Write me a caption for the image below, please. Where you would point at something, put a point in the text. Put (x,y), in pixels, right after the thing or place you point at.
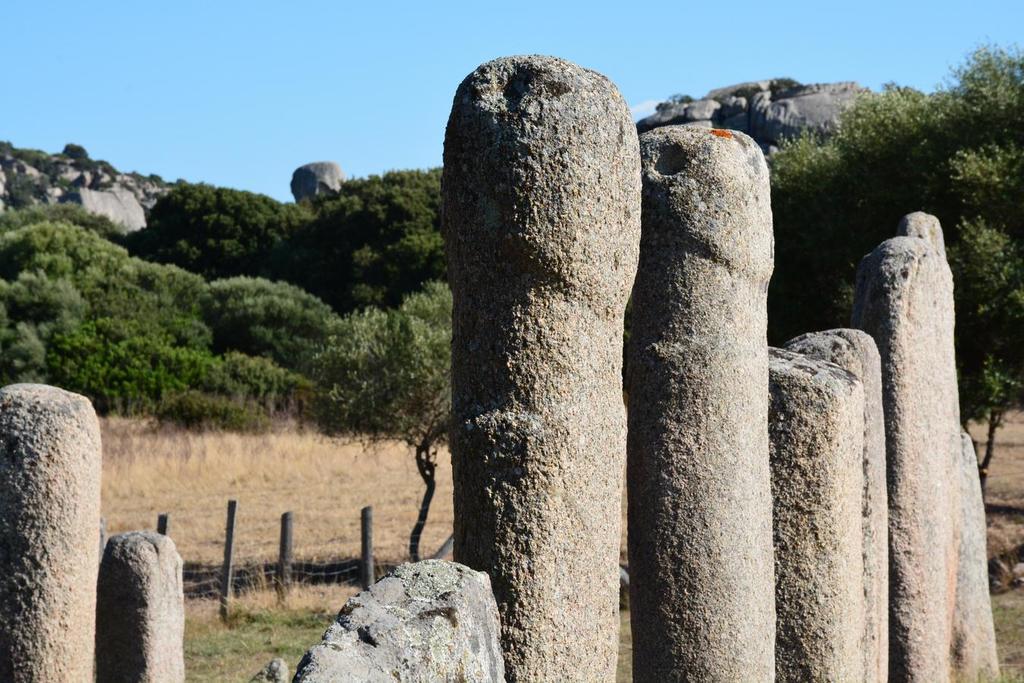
In this image in the foreground (60,517) there are some poles (520,474) and in the background (300,498) there are some trees (398,412), fence (290,528) and grass (280,473) and also some rocks (319,183). On the top of the image (474,44) there is sky (778,49).
